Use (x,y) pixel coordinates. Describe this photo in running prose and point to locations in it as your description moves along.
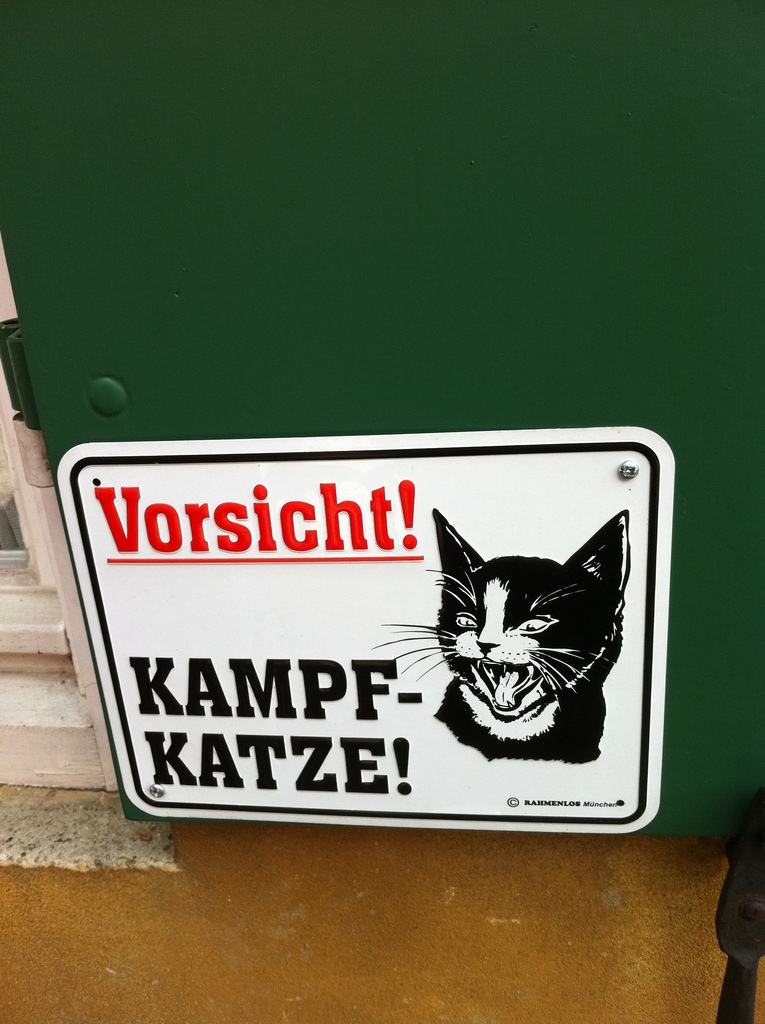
In this picture we can see cats cartoon (558,634). Here we can see white color steel plate (347,705). On the left (36,591) there is a door (29,569). On the bottom (248,914) there is a floor (286,979).
